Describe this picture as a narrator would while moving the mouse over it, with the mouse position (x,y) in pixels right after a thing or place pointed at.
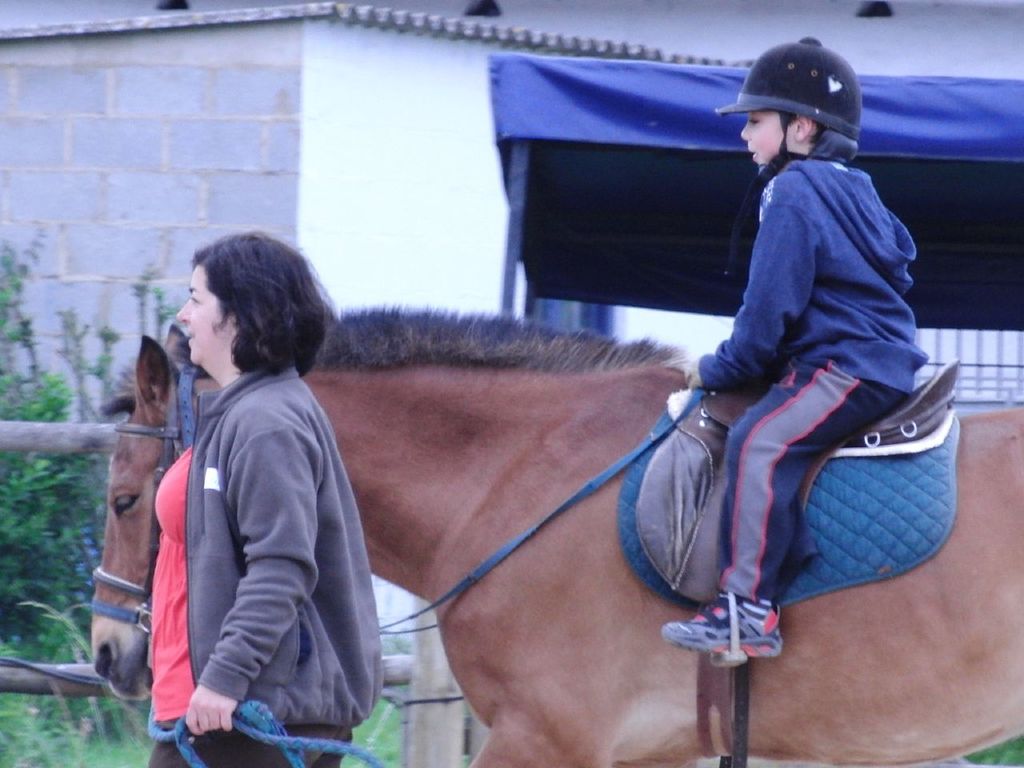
In this image there is a boy (769,356) sitting on the horse (551,413) by wearing the helmet (850,82) and sweater (853,305). On the left side (262,524) there is a woman (238,539) walking on the ground (97,720) by holding the belt (249,705) which is tied to the horse (147,467). In the background (145,156) there is a house (246,112). On the right side (719,90) there is a tent (548,156). At the bottom (44,525) there are plants (48,518) beside the fence (51,436).
